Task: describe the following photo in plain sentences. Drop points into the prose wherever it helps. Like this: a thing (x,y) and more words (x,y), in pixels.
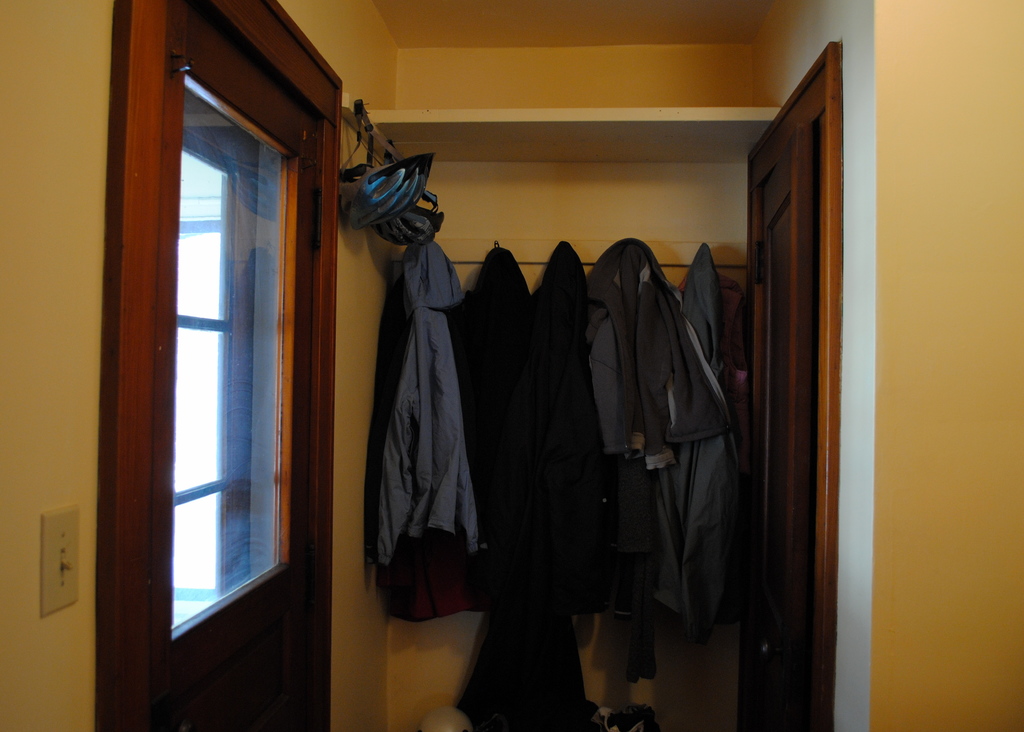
In this image I can see number of clothes (539,450) and above it I can see two helmets (379,218). On the both sides of the image I can see two doors (792,229) and on the bottom left side of the image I can see a switch board (62,531) on the wall (56,509).
